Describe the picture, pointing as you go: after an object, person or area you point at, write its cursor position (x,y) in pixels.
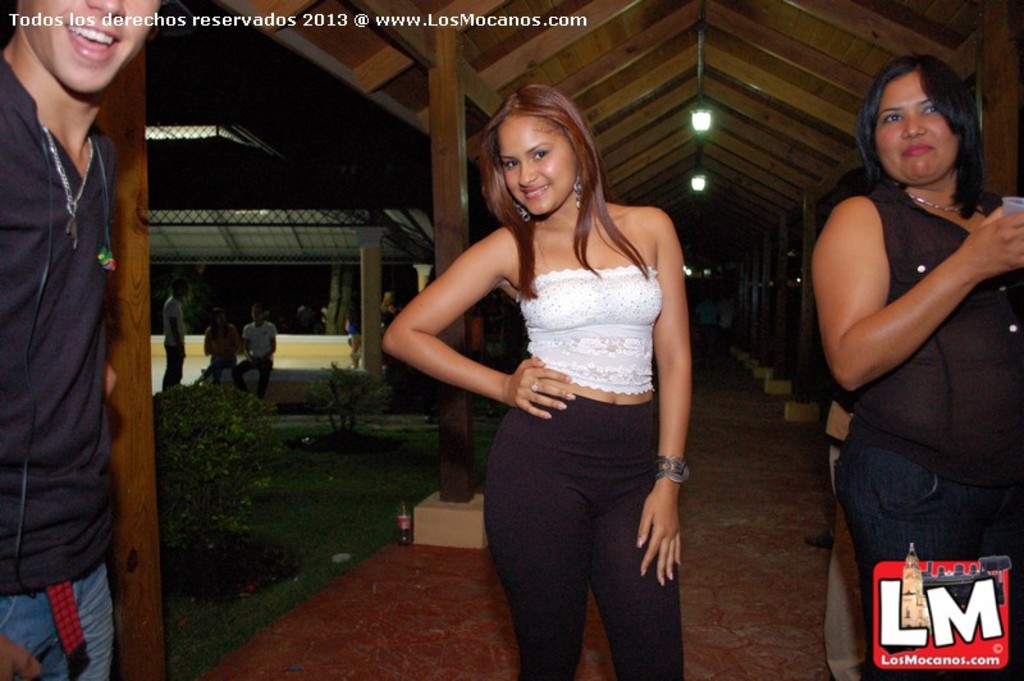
In this image we can see some persons (859,276) standing on the floor (445,598). To the left side of the image (323,397) we can see a bottle (405,529) placed on the ground (397,563), two persons (242,362) are sitting, group of plants (211,476). On the right side (914,595), we can see a logo (889,570). In the background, we can see a shed (732,28) with group of poles (435,87), lights (697,118) and some text (332,23).
